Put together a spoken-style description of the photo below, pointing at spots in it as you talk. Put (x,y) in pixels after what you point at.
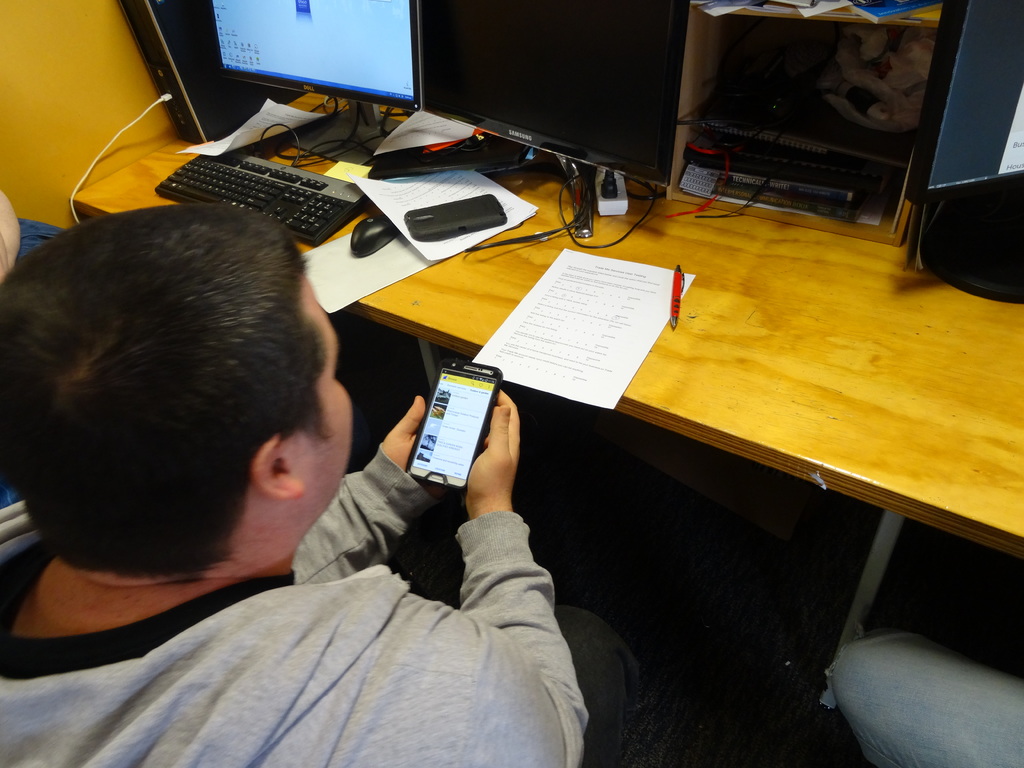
In this image I can see a man (247,624) is holding a mobile (438,438) in his hand (487,448). In front of him we have a table (619,256), on the table (855,261) we have a computer (364,123) with a keyboard (339,200), a mouse (374,232), two monitors (542,105), a paper (570,283) and other stuff (910,250) on it.
